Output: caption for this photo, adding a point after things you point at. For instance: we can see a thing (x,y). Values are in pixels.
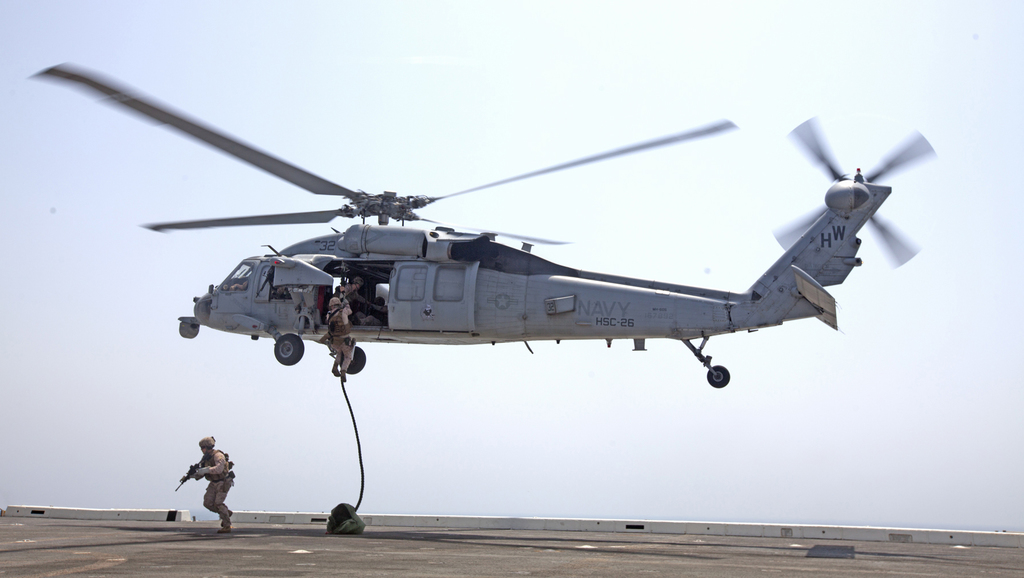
In this picture we can see a helicopter (290,222) in the air (255,230) and some people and in the background (269,227) we can see the sky (191,491).
